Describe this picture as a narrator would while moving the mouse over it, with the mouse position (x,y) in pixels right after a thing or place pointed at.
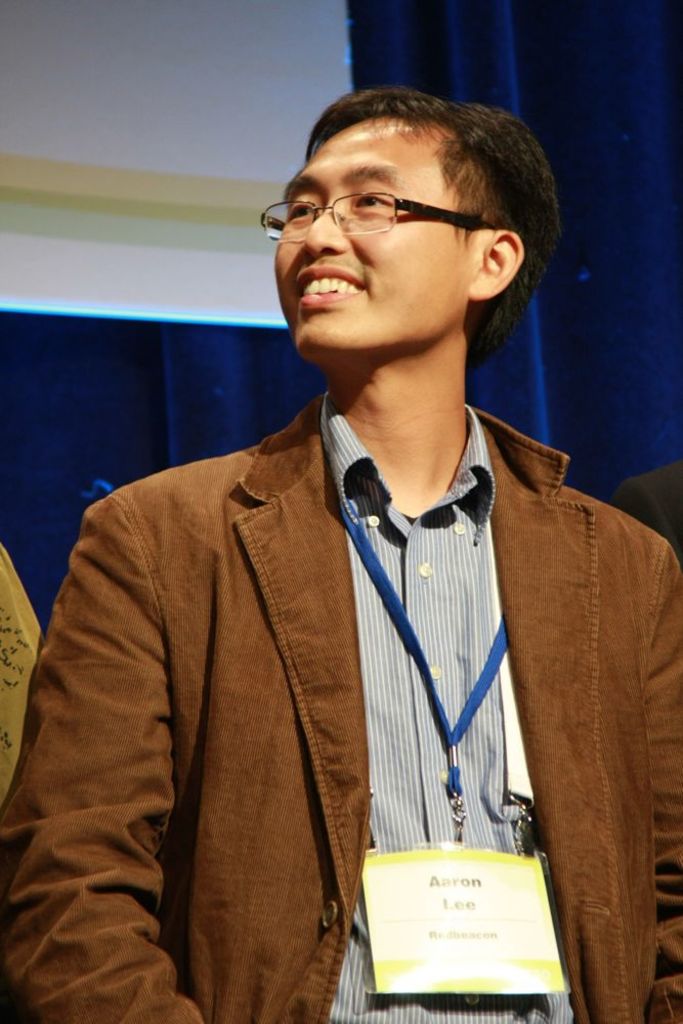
In this picture we can see a person (135,586), he is wearing a id card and in the background (11,455) we can see a blue color curtain (42,482).
